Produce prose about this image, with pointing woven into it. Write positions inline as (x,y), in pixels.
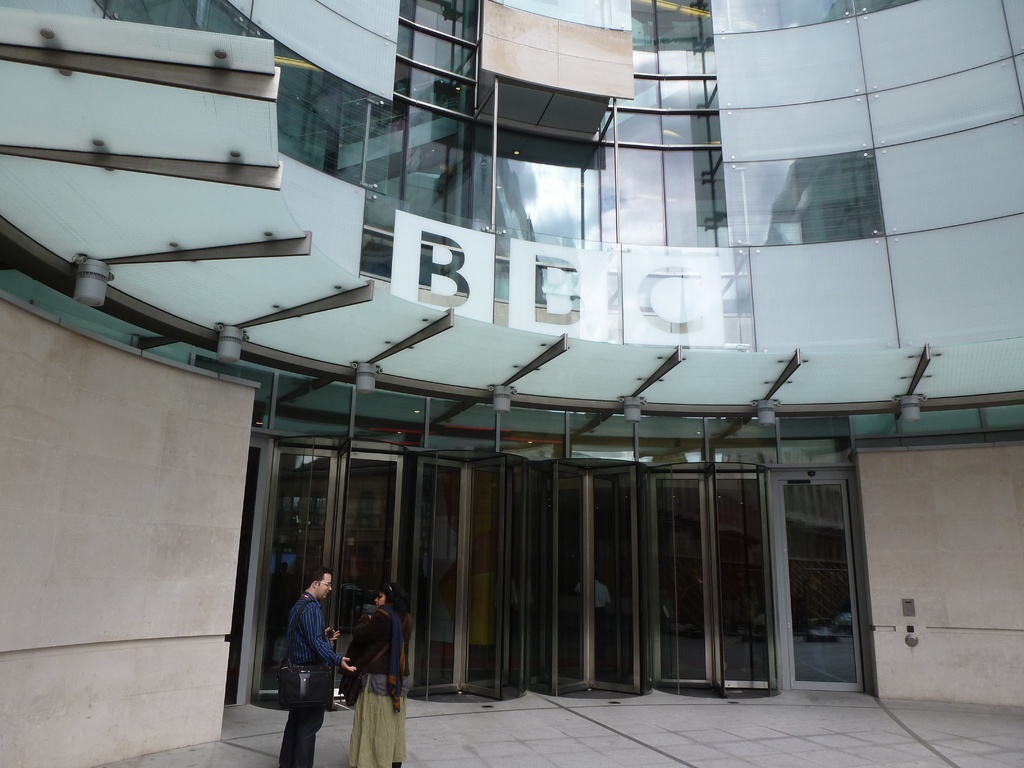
In this image we can see the building (497,7) and some text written on it, we can see the glass windows (838,133), doors (645,543), two people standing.
